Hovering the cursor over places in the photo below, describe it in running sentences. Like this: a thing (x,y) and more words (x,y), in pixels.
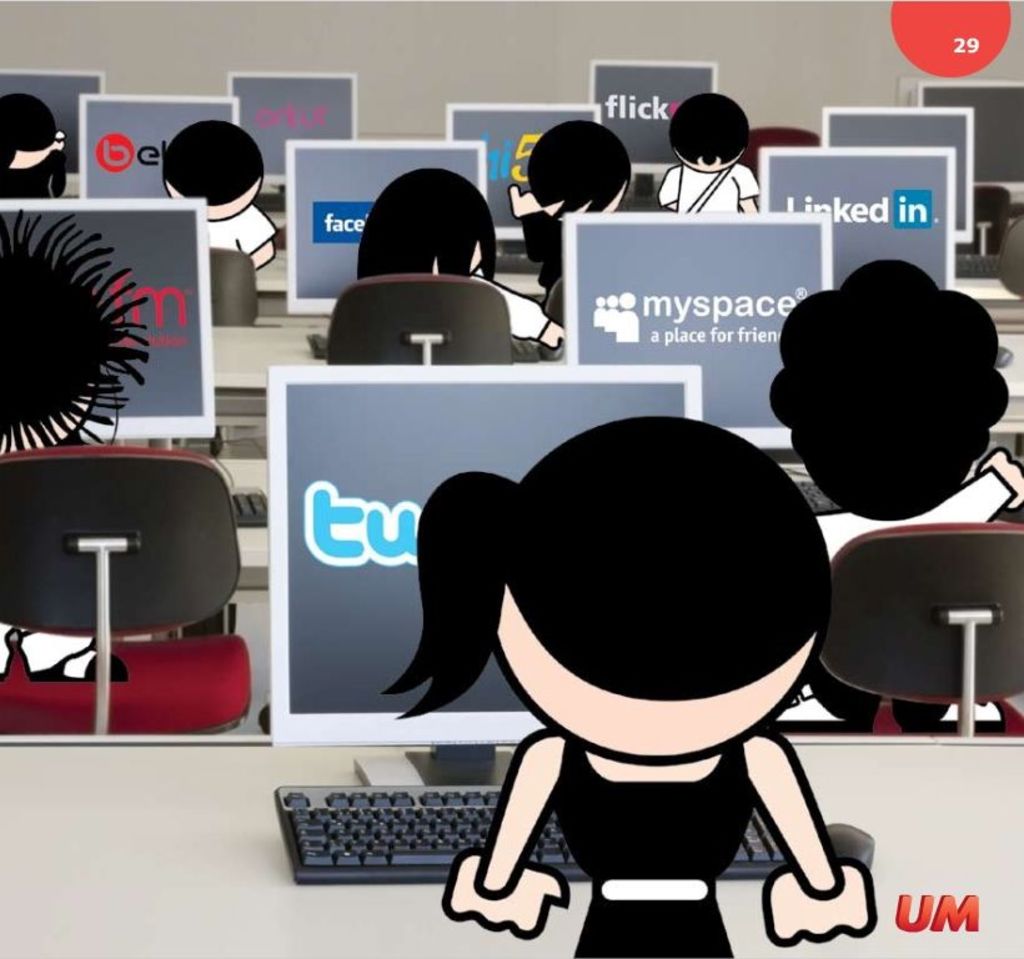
This is an animated image. In which there are systems (416,436) and chairs (189,481) along with persons (756,623).
